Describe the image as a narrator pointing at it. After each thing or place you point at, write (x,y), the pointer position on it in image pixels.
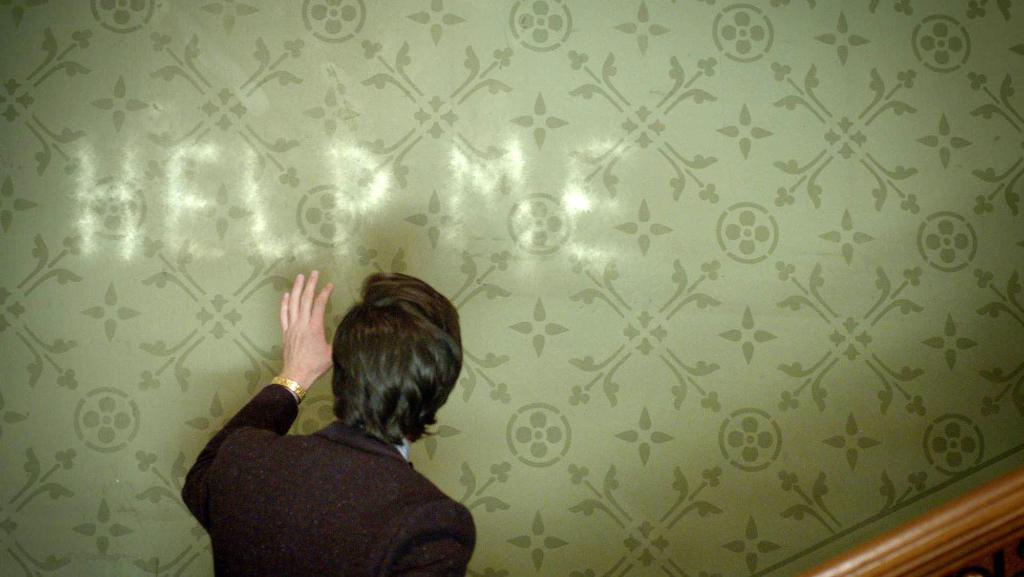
In this image we can see a person (274,454) wearing black color suit (295,451), bracelet (277,378) keeping his hand (300,327) on the designed sheet (321,262) on which it is written as help me.
